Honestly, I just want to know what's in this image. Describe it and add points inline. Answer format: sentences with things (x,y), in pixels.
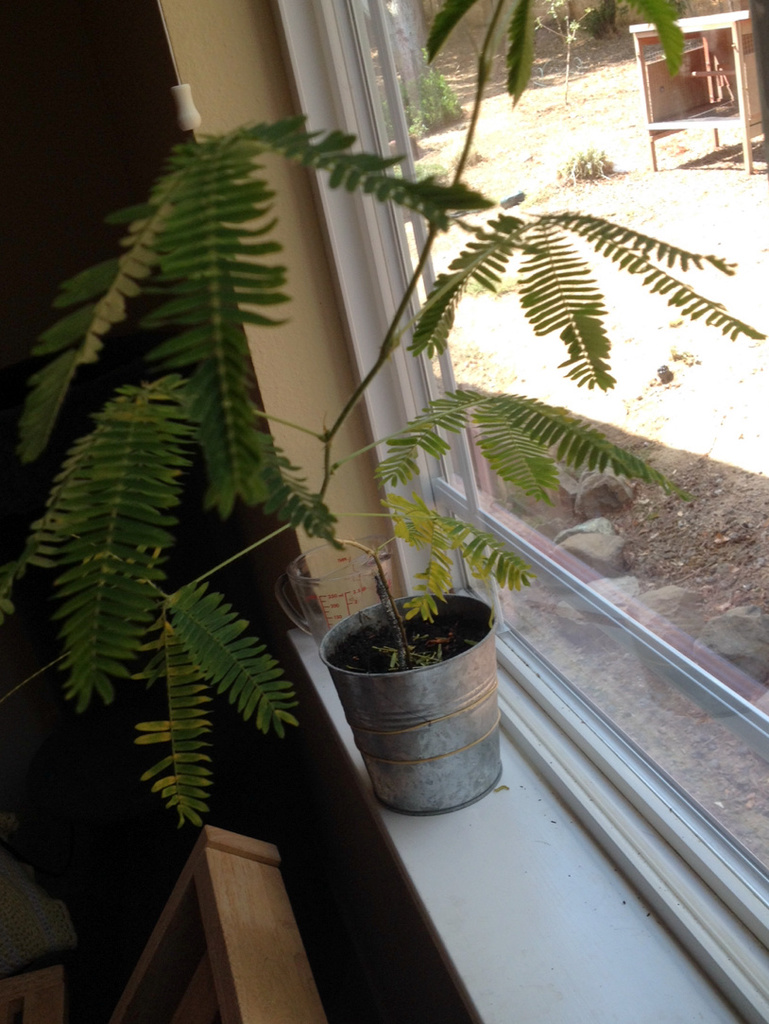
This picture shows up a window (355,18) of a house (222,9). We see a plant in the pot (382,730) and we see a wooden box (261,972) on the side.
